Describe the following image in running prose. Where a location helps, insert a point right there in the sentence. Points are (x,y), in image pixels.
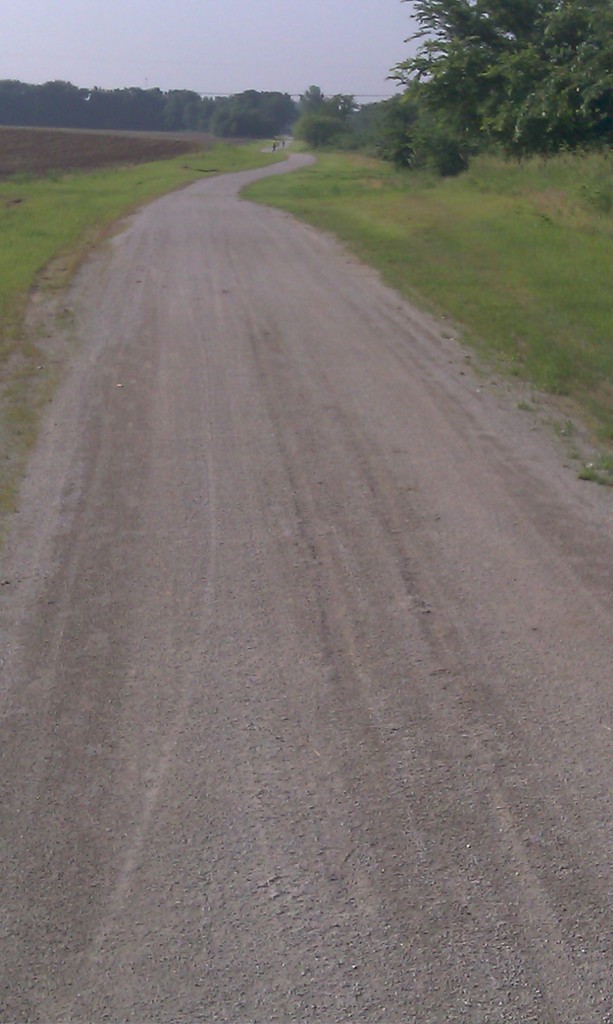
At the bottom of this image (324,859) there is a road (254,497). On both sides of the road (349,894), I can see the grass (40,194). In the background (217,104) there are many trees (116,123). On the left side (65,149) there is a field (43,150). At the top of the image (137,76) I can see the sky (157,43).
